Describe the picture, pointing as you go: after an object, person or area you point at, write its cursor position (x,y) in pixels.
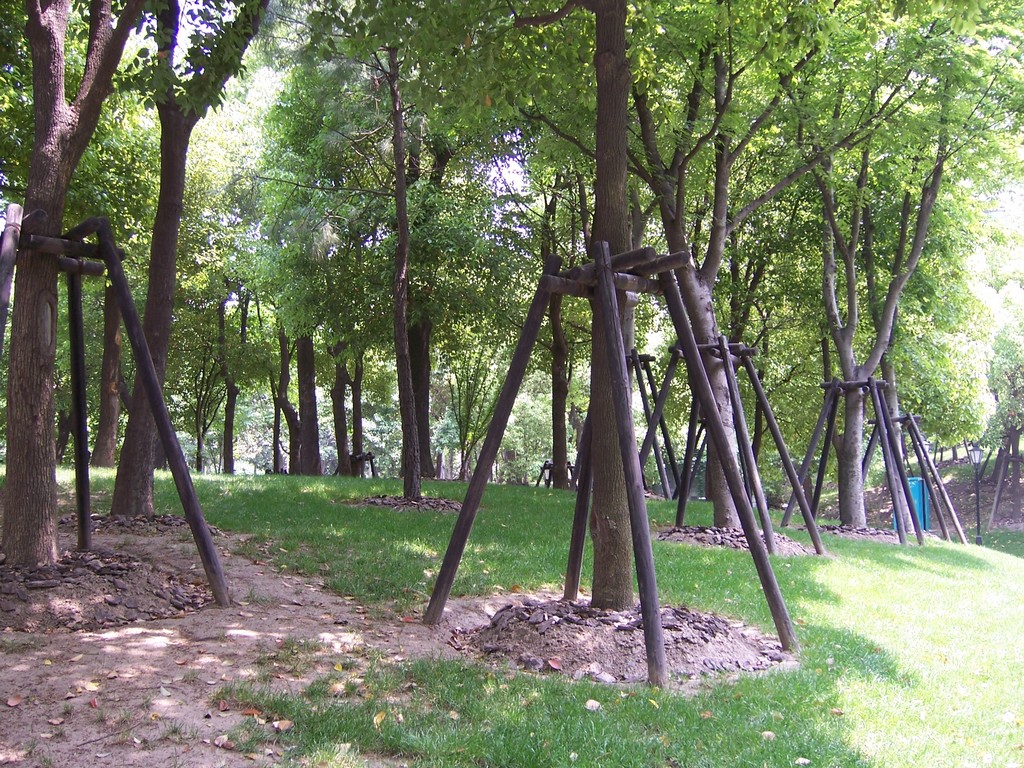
In this image I can see trees (504,460) and wooden stands (697,386).
